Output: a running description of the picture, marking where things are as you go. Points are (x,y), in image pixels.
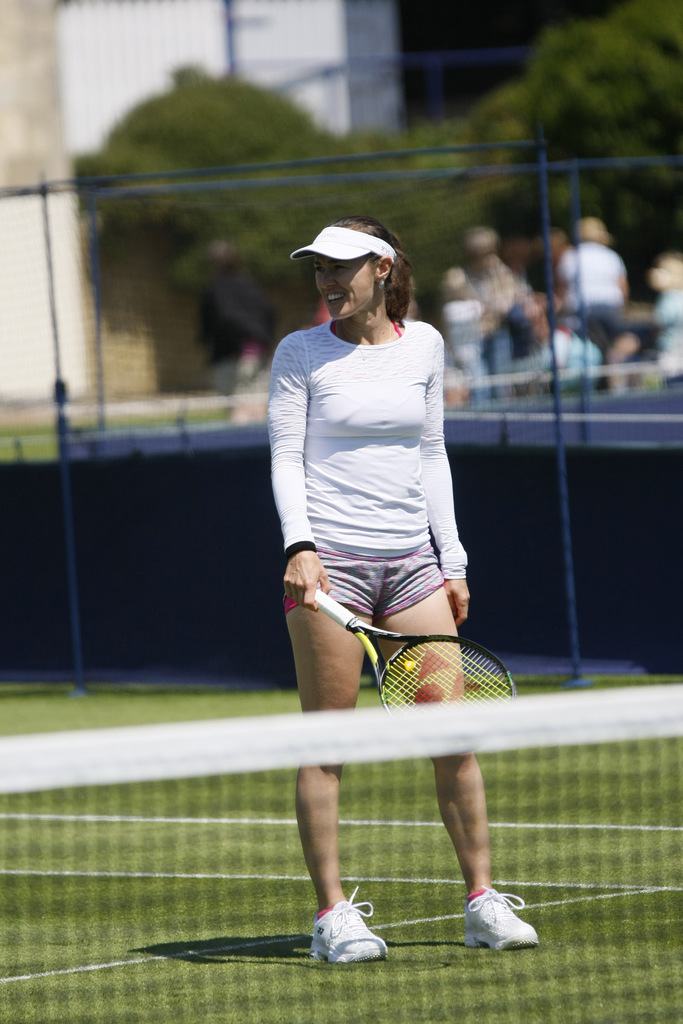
In this picture there is a girl (413,362) in the center of the image (391,617) on the grassland (417,910), by holding a tennis bat (384,634) in her hand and there is net (284,796) at the bottom side of the image (250,801) and there are other people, trees (568,124), and a net (465,208) in the background area of the image (298,211).
